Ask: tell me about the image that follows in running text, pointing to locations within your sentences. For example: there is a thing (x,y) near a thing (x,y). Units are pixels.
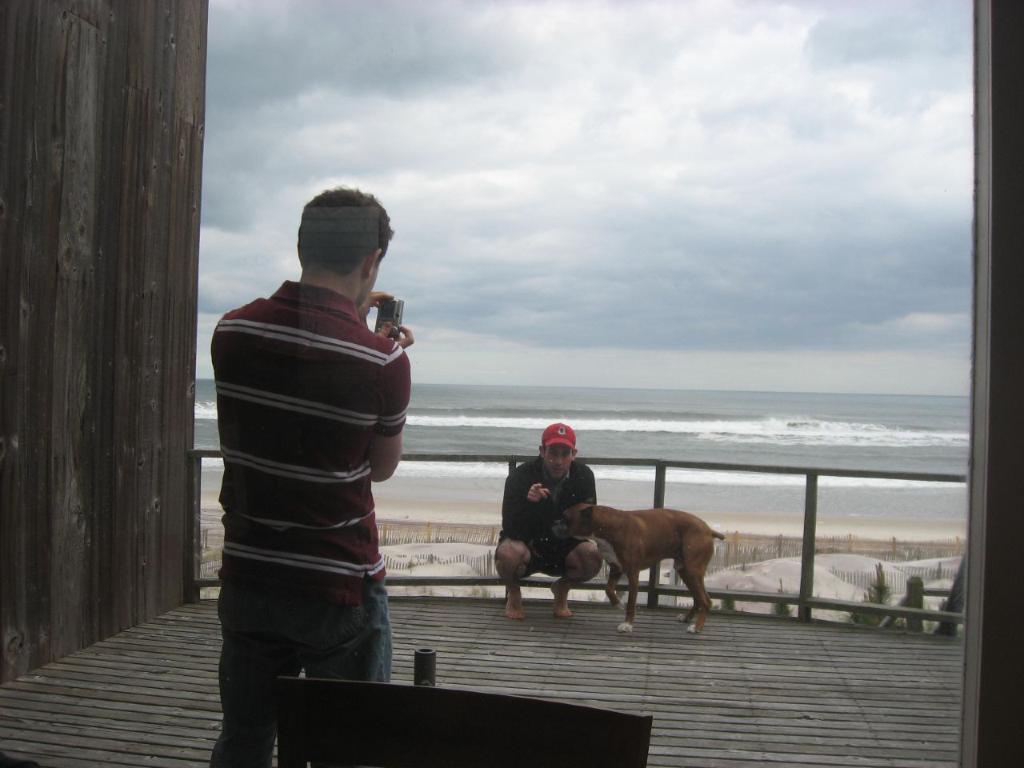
In this image i can see a person (295,436) wearing a t shirt (289,453) and jeans (299,617) standing and holding a camera (388,319), I can see a person (559,469) wearing a cap (561,442) and dress (527,515) is sitting and a dog (693,554) standing beside him. In the background (663,445) i can see the sky (633,277), water (741,419), sand (792,520) and few trees (784,607).
